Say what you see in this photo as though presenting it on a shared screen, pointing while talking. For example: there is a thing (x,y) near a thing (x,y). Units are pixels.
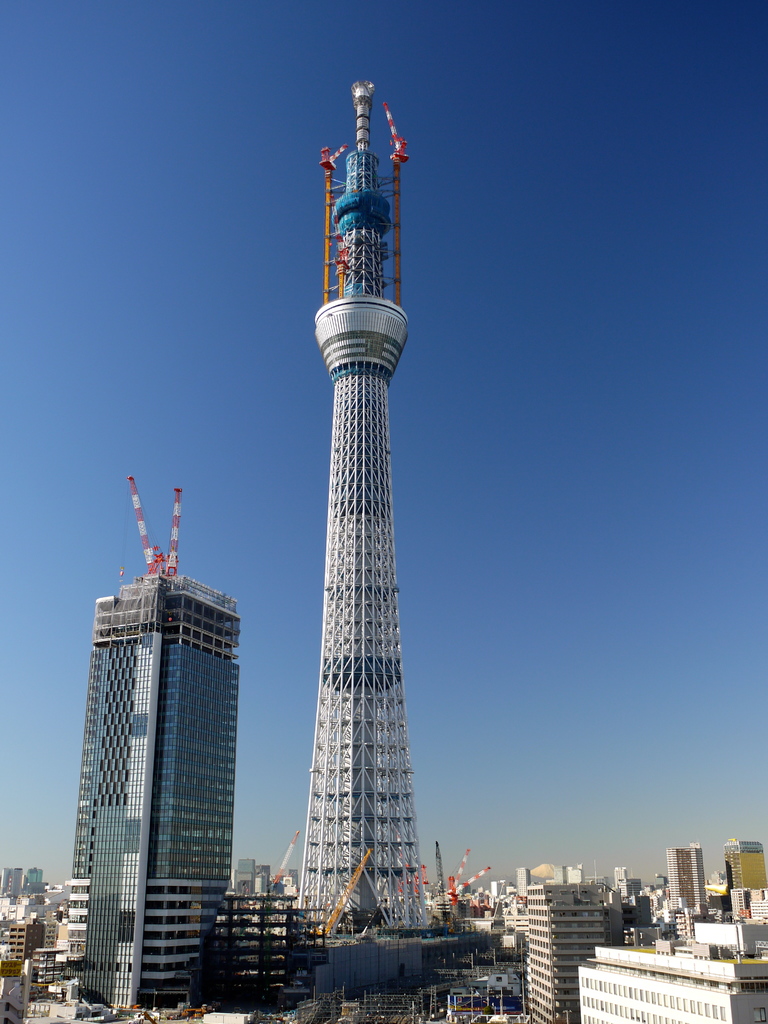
In this image, I can see the skyscrapers (258,889) and buildings (294,927). These are the tower cranes (347,147), which are at the top of the buildings (383,220). This is the sky (245,372).
